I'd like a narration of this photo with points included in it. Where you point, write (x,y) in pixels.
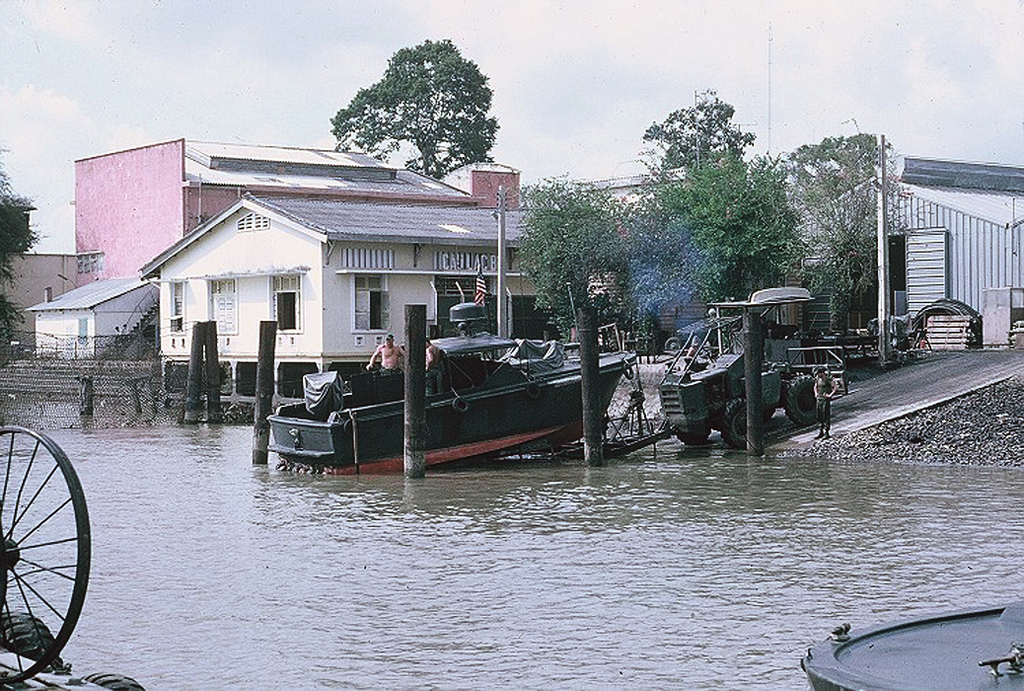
Here in this picture we can see a boat (388,461) present near the shore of a river (240,481), as we can see water (166,502) present all over there and we can also see a vehicle (679,417) present beside that and we can see house (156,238) present on the ground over there and we can also see plants (755,194) and trees (601,249) present over there and we can see clouds (849,48) in the sky (846,73) over there and we can also see people (827,390) standing on the ground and on the boat (457,349) over there and in the front (21,622) we can also see other things (40,651) present in the water (185,690) over there.
